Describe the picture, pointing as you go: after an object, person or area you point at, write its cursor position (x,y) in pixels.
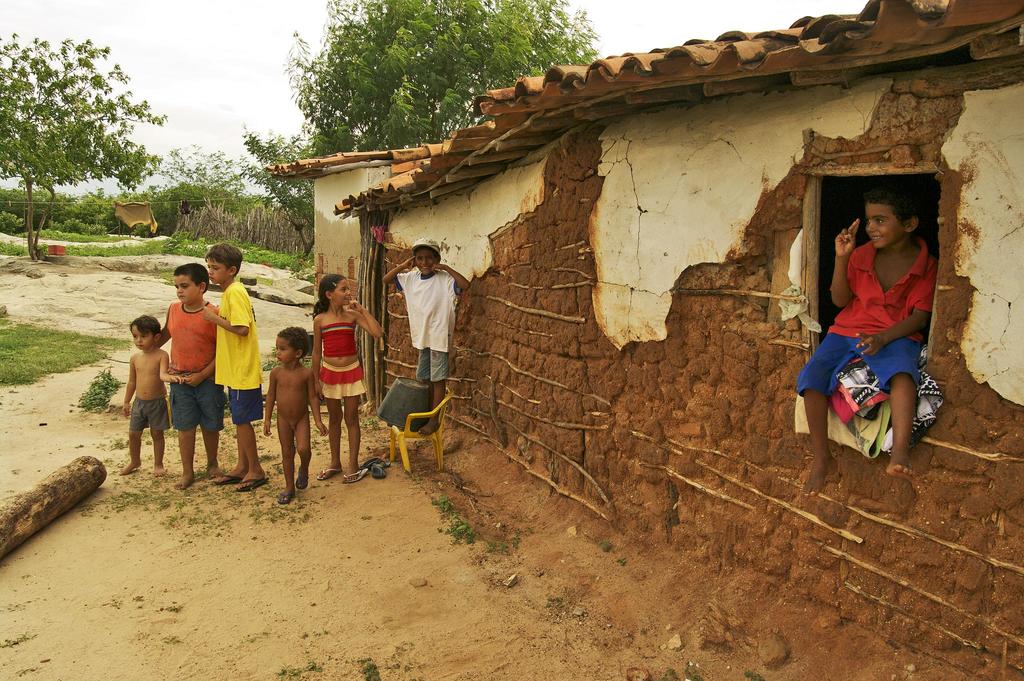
In this picture we can see some group of child (288,375) standing and looking at something, on the right side of the picture (684,384) we can see a brick wall (673,364), one child (861,301) is sitting on Window (827,319), in the background (380,69) we can see two trees (95,108) and also we can see some grass (264,251) here, this child (441,310) is standing on the chair (409,433).
